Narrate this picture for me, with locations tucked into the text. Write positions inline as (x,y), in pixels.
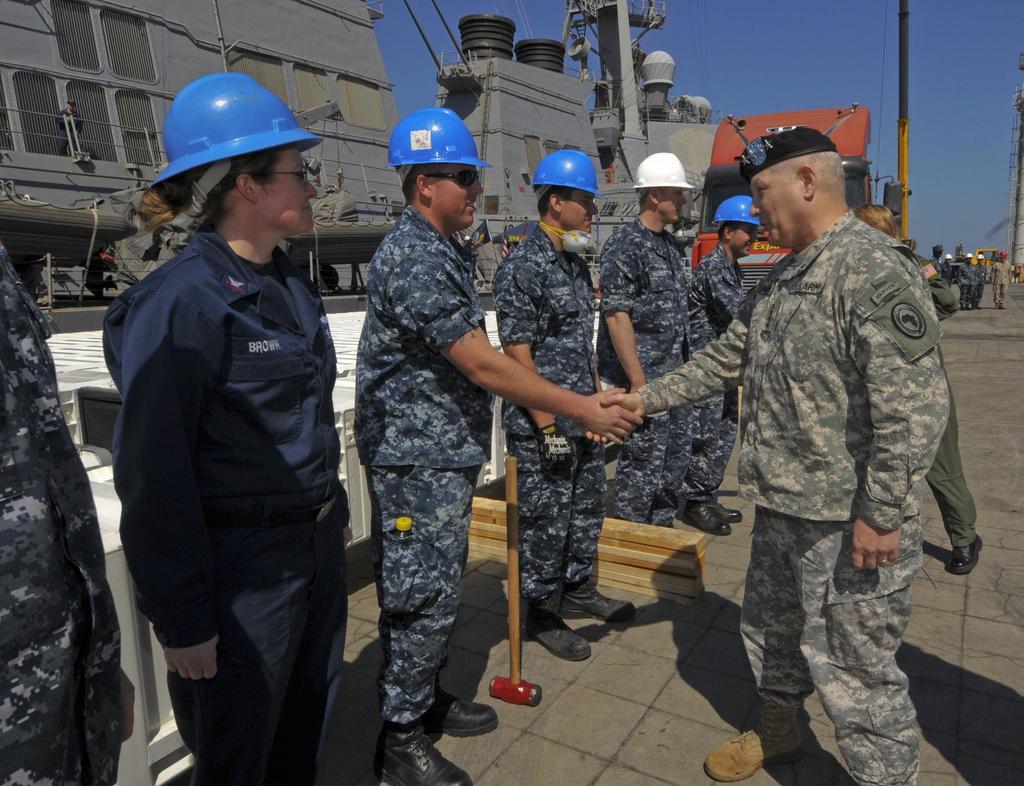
In this image we can see few people (520,382). Some are wearing helmets (234,114). And one person (786,168) is wearing cap (774,151). In the back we can see containers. Also there is sky (702,48).
